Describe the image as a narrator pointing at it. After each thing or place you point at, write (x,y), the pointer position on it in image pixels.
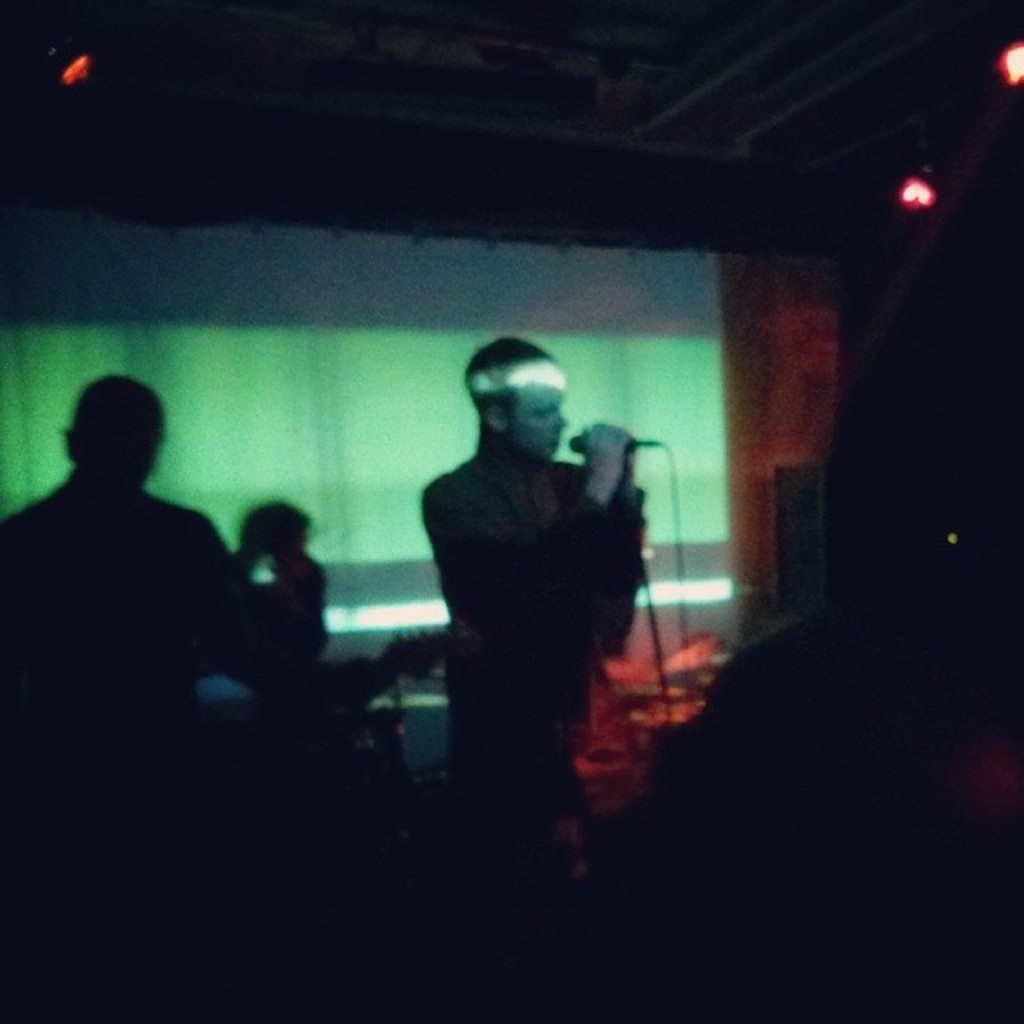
The man (595,582) in the middle of the picture (643,563) is holding a microphone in his hand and I think he is singing the song on the microphone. On the left side (13,781), we see a man (113,650) is standing. In the background (269,489), we see a white color sheet (339,362) or a banner (286,319). In the background (551,139), it is black in color. This picture is clicked in the dark. This picture might be clicked in the musical concert.
